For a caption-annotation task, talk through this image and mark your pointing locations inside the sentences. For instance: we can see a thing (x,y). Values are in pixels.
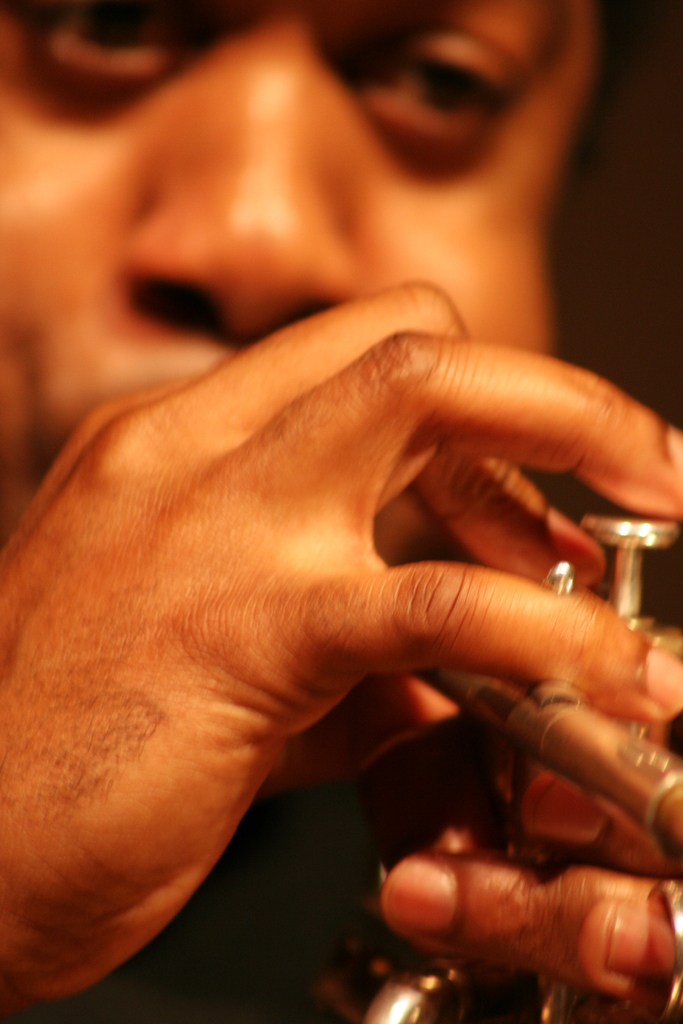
In this image there is a man (437,444) and he is playing music with a musical instrument (486,699).
